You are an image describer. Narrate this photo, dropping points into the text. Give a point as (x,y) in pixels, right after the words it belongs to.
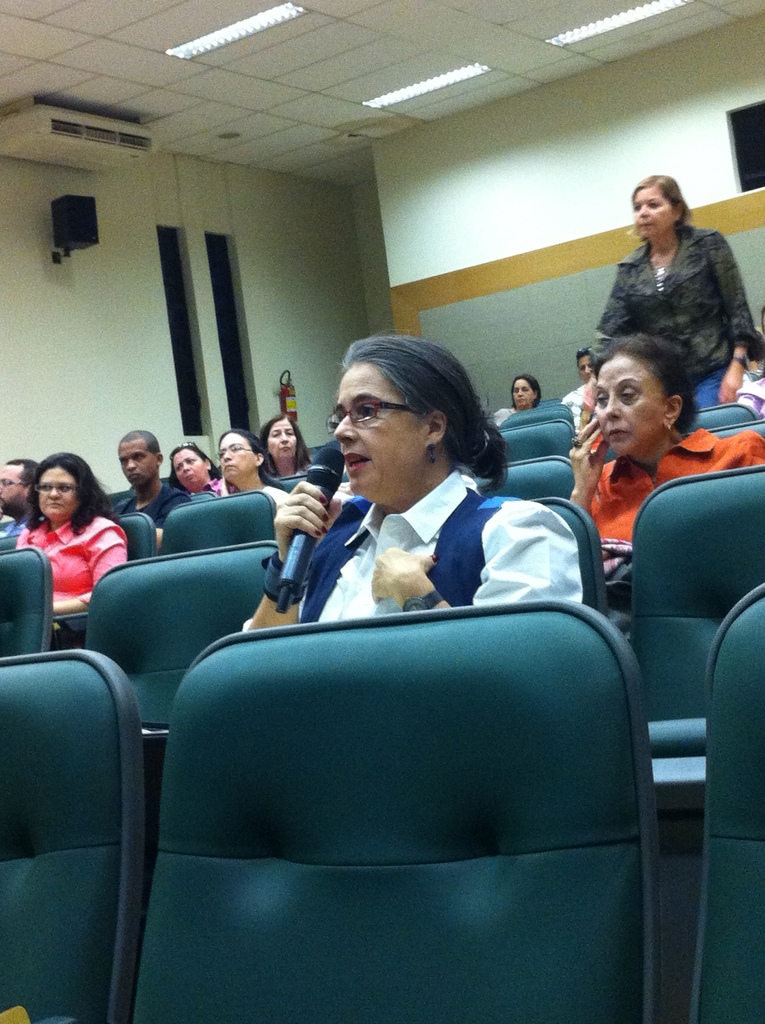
In this image I can see there is a woman (514,540) sitting and speaking into the microphone (309,538) and there are a few people (304,464) sitting in the chairs (706,420) and there are few empty chairs (382,704) and there are lights (277,21) attached to the ceiling (311,57).
